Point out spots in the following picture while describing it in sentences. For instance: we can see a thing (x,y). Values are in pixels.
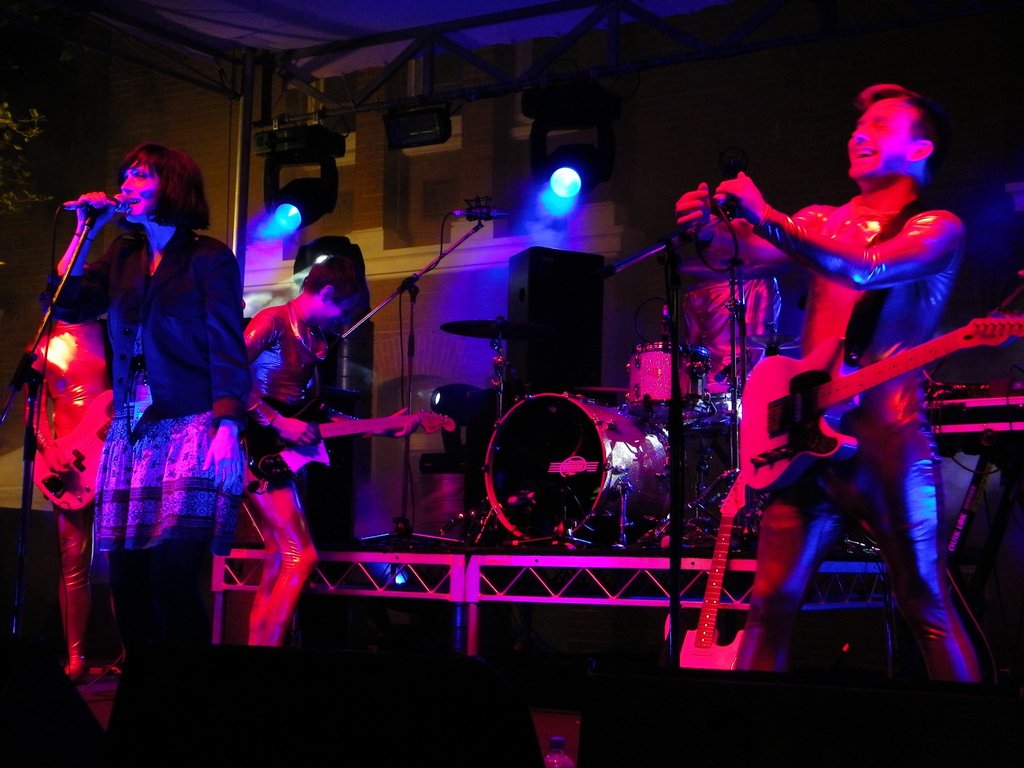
In this picture I can see people (273,336) holding musical instruments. I can see a woman (188,292) holding microphone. I can see DJ lights (463,399).
